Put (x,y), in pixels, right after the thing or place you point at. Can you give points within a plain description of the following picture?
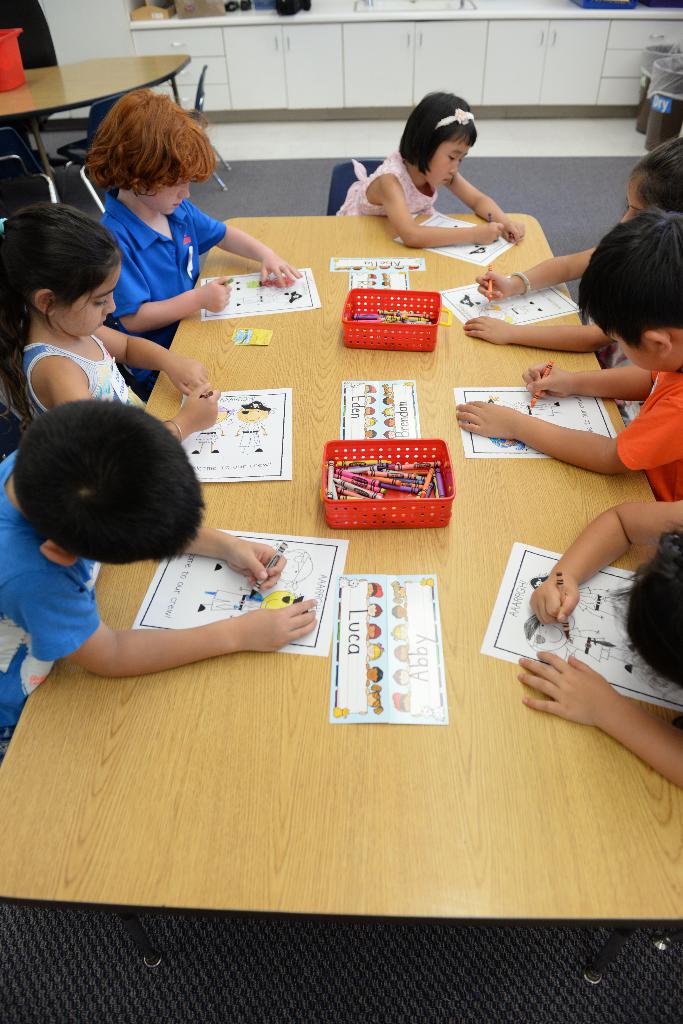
This picture shows few kids (96,237) seated on the chairs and we see they are coloring pictures (538,620) on the paper (590,589) and we see couple of crayons baskets (405,517) on the table (396,542) and we see another table (15,99) on the side.
